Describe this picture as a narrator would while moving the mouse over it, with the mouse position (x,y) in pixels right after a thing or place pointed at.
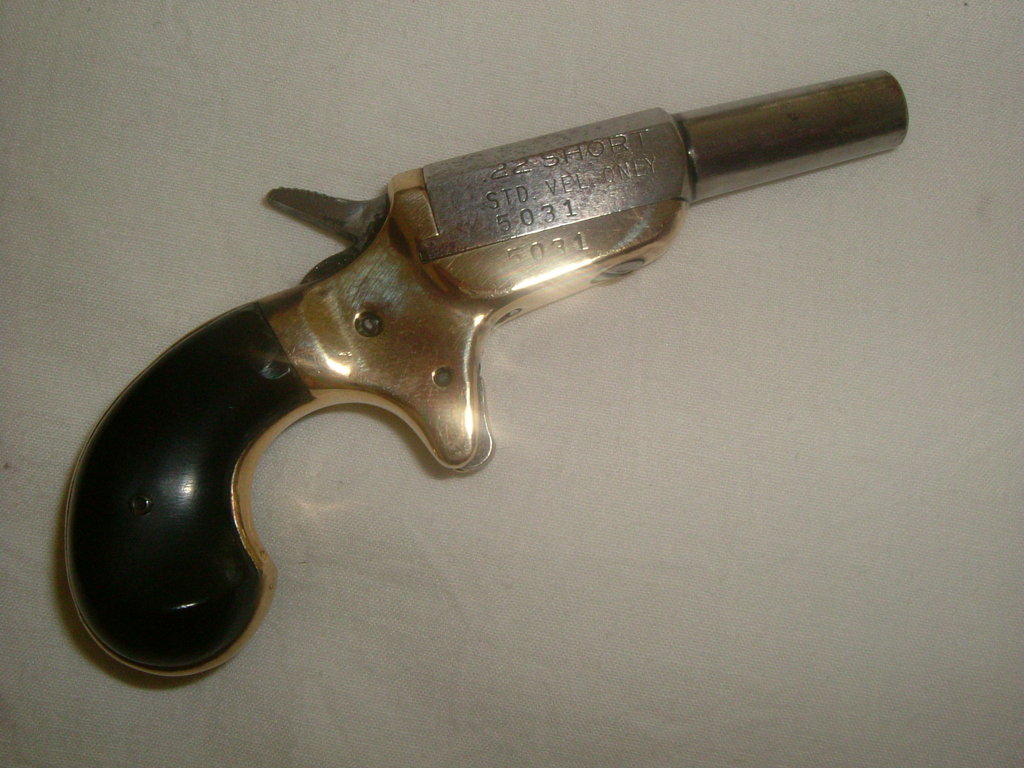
In this picture there is a small golden and black color gun (346,389) placed on the white color cloth (552,406).
